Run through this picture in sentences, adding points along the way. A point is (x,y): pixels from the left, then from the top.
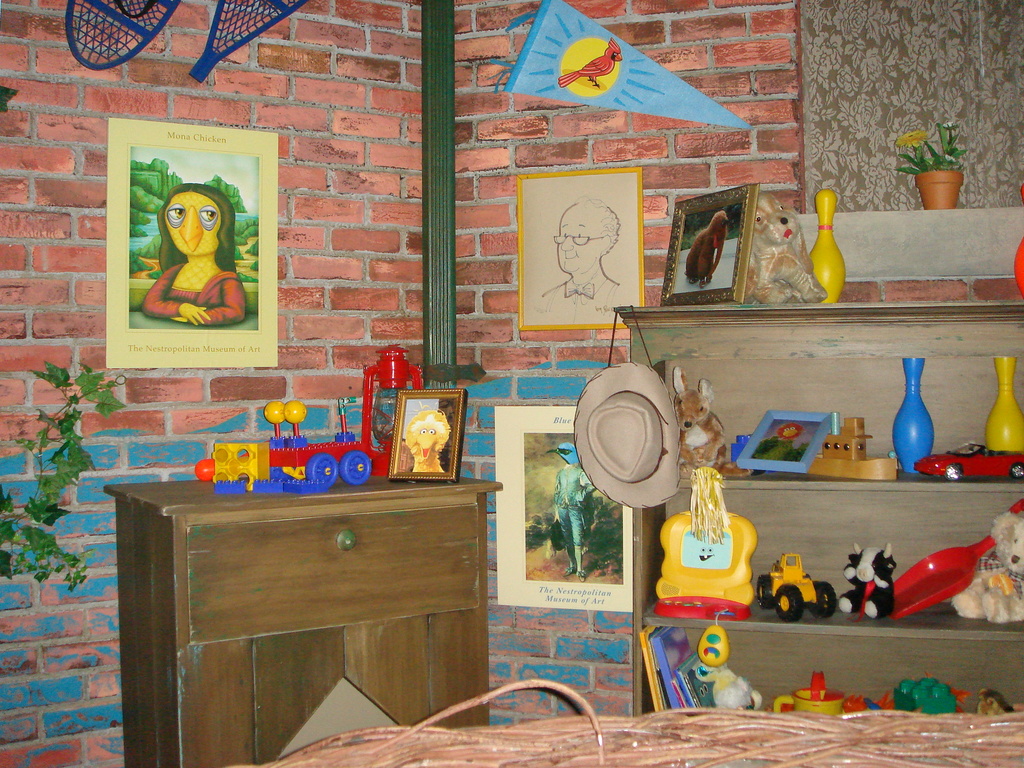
In this image this is a picture of a room (693,191) where there are frames (133,307) attached to the wall (458,206), pole (439,1), toy train (226,453), rackets (232,22), a toy puppy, small plant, all the toys (979,695) placed inside a wooden rack (724,491), a hat (600,466), cupboard (368,506), another plant (58,456), tray (418,737).
